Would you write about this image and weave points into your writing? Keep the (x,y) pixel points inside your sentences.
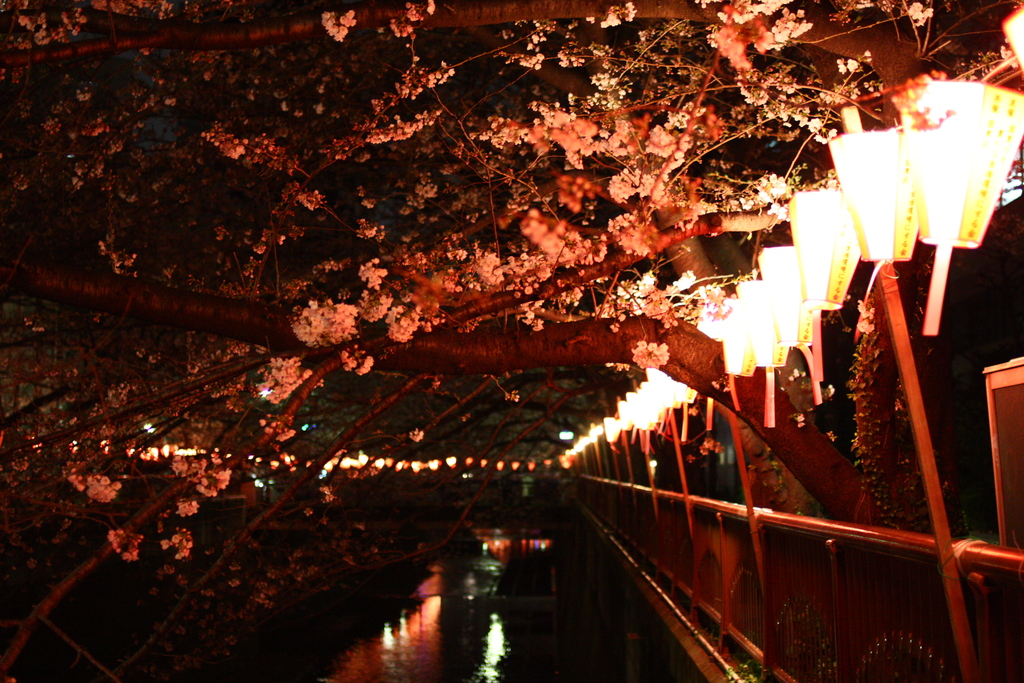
This image is taken outdoors. At the top of the image (372,57) there are a few trees (178,443) with leaves (230,256), stems (454,185), branches (665,244) and flowers (611,219). In the background (362,464) there are a few lights (446,462). On the right side of the image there is a fence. There are many lamps (999,153). In the middle of the image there is a pool (466,604) with water (479,582).
